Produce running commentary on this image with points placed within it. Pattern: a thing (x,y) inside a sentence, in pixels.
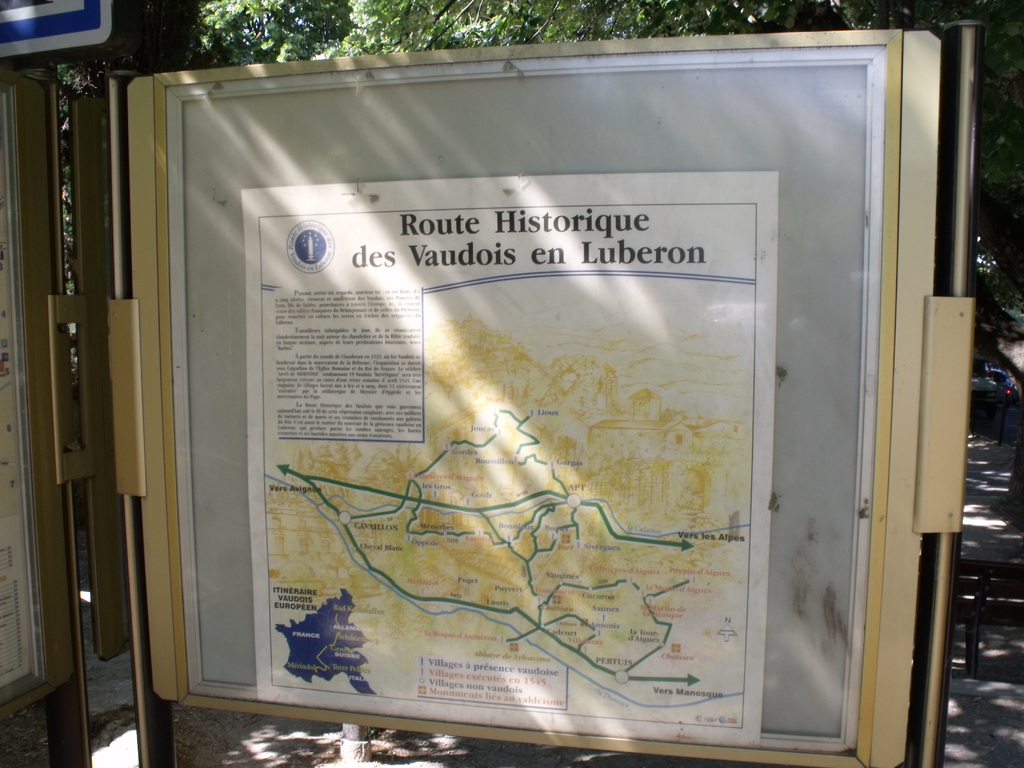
This image consists of a poster (413,435) pasted on the board (543,161). At the bottom (998,695), there is road (980,539). In the background (243,63), there are trees (232,42).
